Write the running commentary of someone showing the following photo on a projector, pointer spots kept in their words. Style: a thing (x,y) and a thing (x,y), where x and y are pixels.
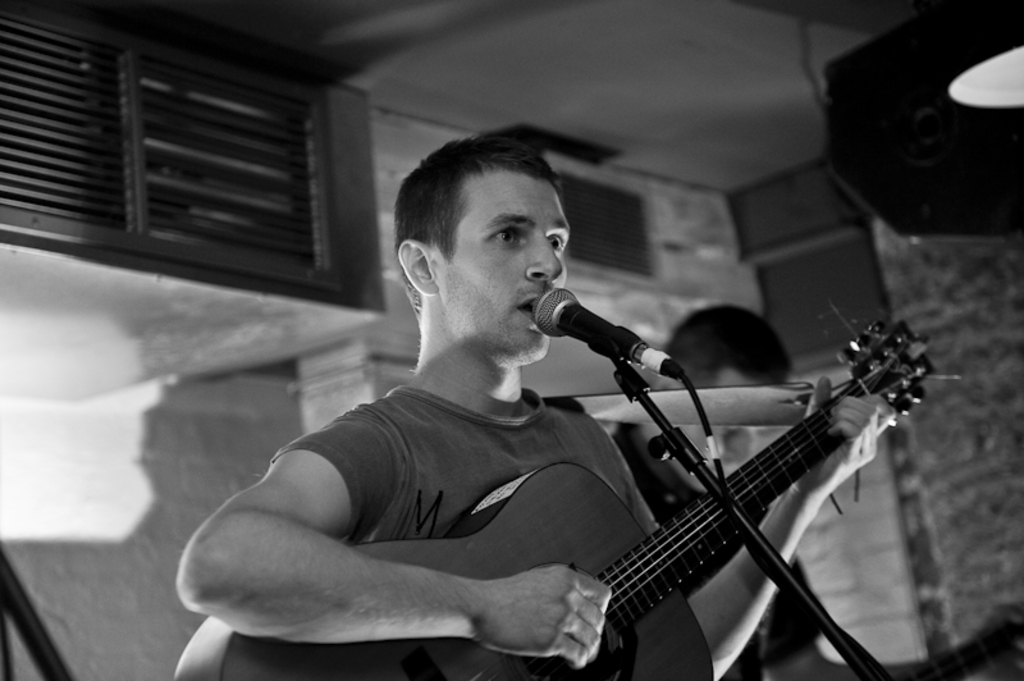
As we can see in the image there is a wall (109,424), window (158,181), two people (723,356) over here. The man (578,424) standing in the front (511,452) is holding guitar (673,534) and in front of him there is a mic (637,336).
